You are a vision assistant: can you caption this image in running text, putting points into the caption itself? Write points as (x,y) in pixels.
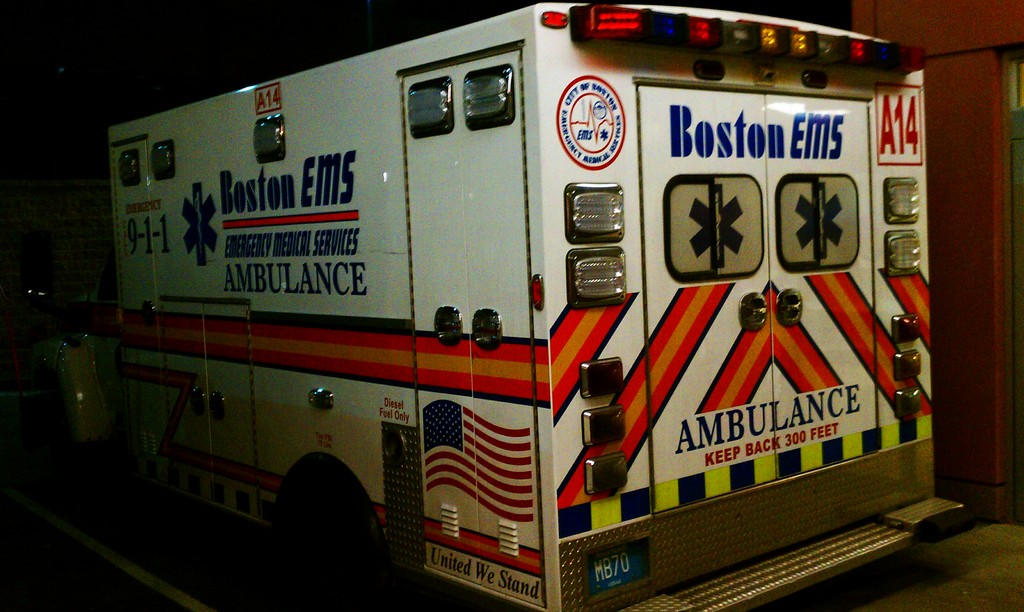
In the center of the image (523,365) there is a vehicle (603,512). In the background (907,39) there is a wall (937,203).
